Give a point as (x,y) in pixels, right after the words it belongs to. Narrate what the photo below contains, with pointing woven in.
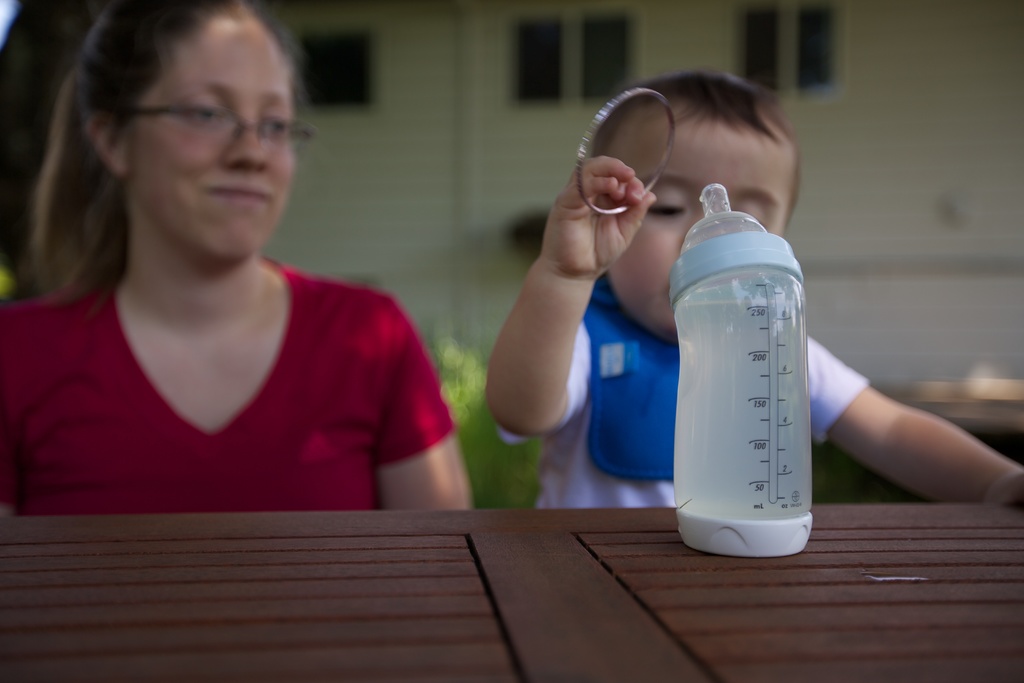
Here we can see a baby boy (854,419) holding a steel ring (647,92) in his hand (575,220). There is a woman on the left side (229,433). This is a wooden table (615,615) where a milk bottle (768,550) is kept on it.
